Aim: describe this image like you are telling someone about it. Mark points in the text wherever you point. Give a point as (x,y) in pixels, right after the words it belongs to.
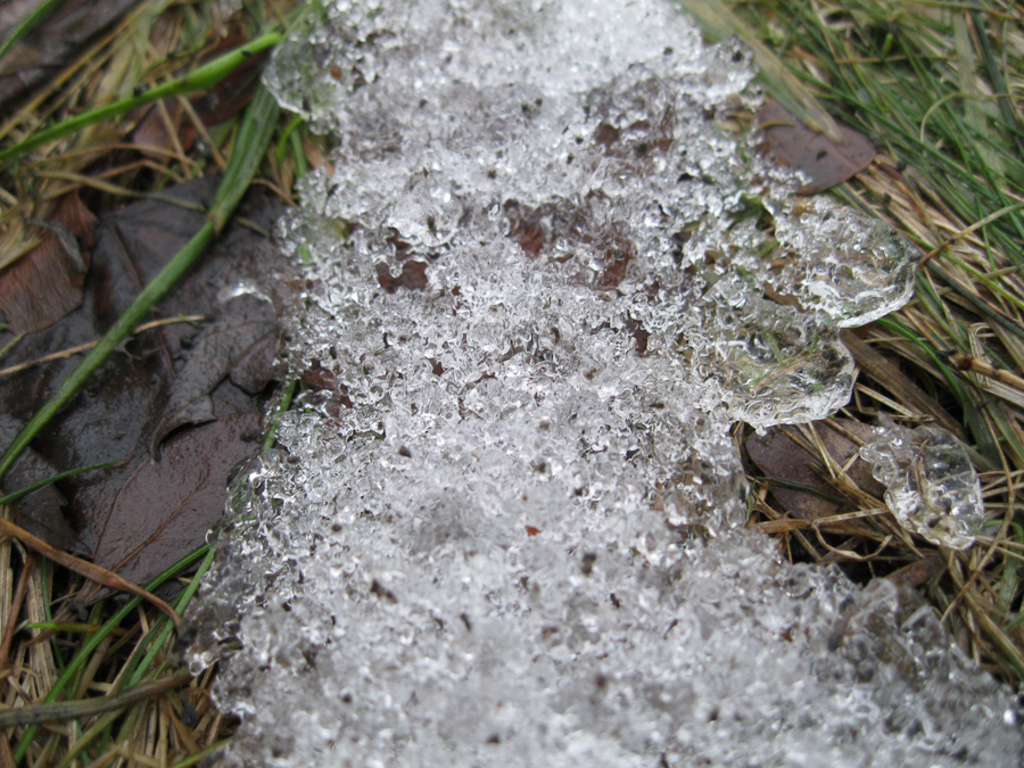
In this image in the center (415,339) there are some ice (567,399), and in the background (105,691) there is grass (951,427).
